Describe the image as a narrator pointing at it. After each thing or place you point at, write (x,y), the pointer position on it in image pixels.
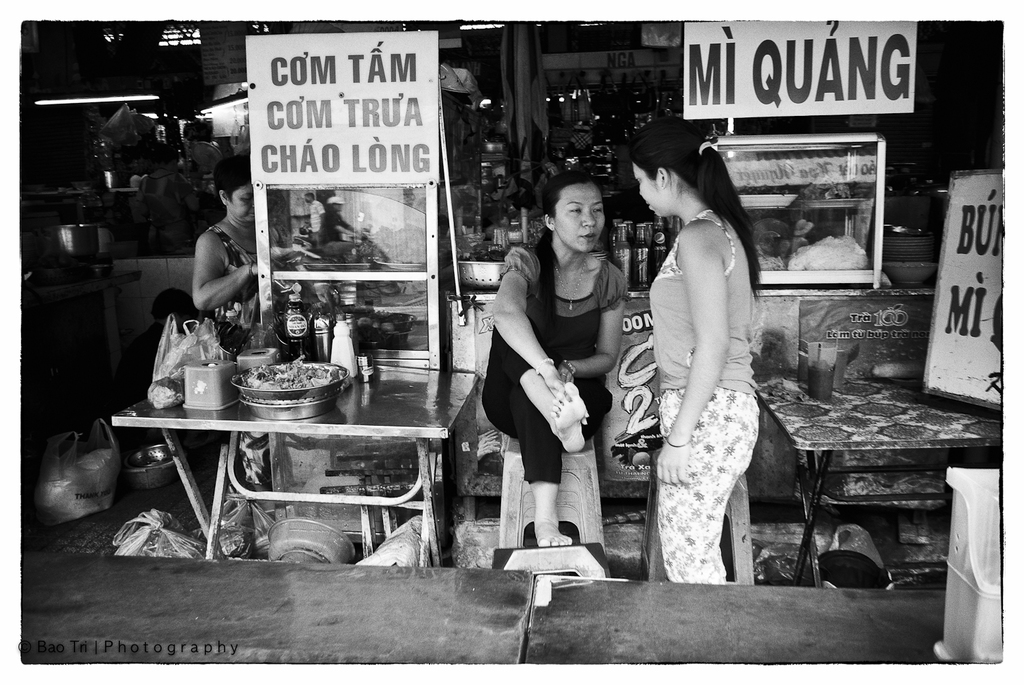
It is a black and white image, it looks like kitchen of a cafe (368,414) and there are many vessels (311,410) and some food items (304,378) are kept in those vessels (304,395), there are many people (518,312) visible in the image, behind them there are many different objects (898,236) and there are total three boards (952,310) and on the right side (846,377) there is a table (858,428).
